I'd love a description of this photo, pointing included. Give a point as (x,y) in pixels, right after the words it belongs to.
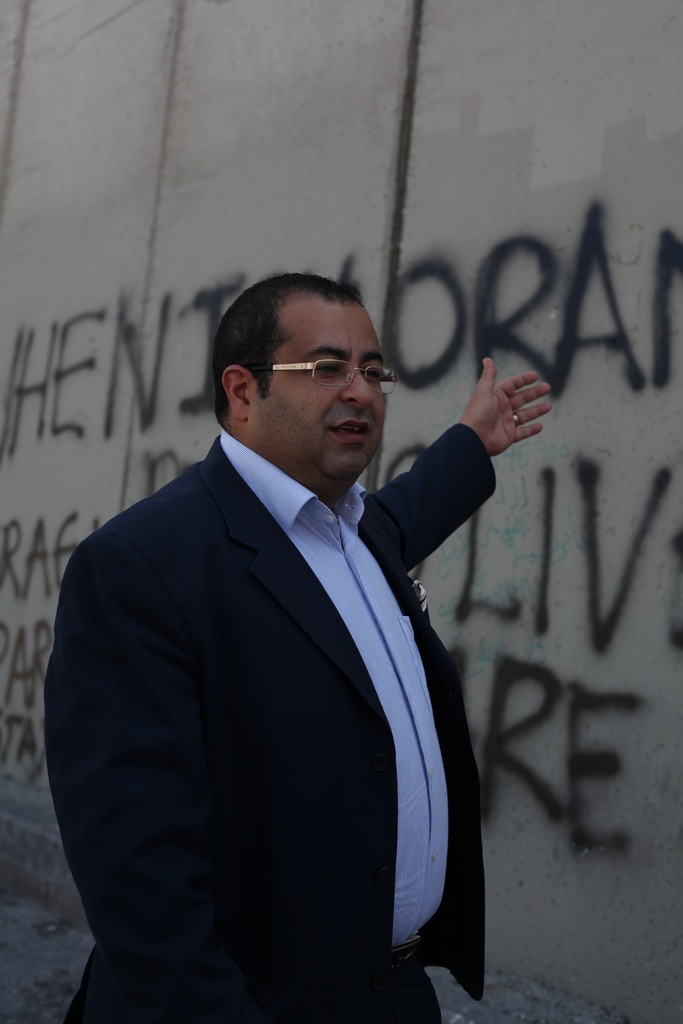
In the center of the image (275,436), we can see a person (303,517) wearing a coat (264,510) and glasses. In the background (230,217), there is some text (578,767) on the wall (553,710).
